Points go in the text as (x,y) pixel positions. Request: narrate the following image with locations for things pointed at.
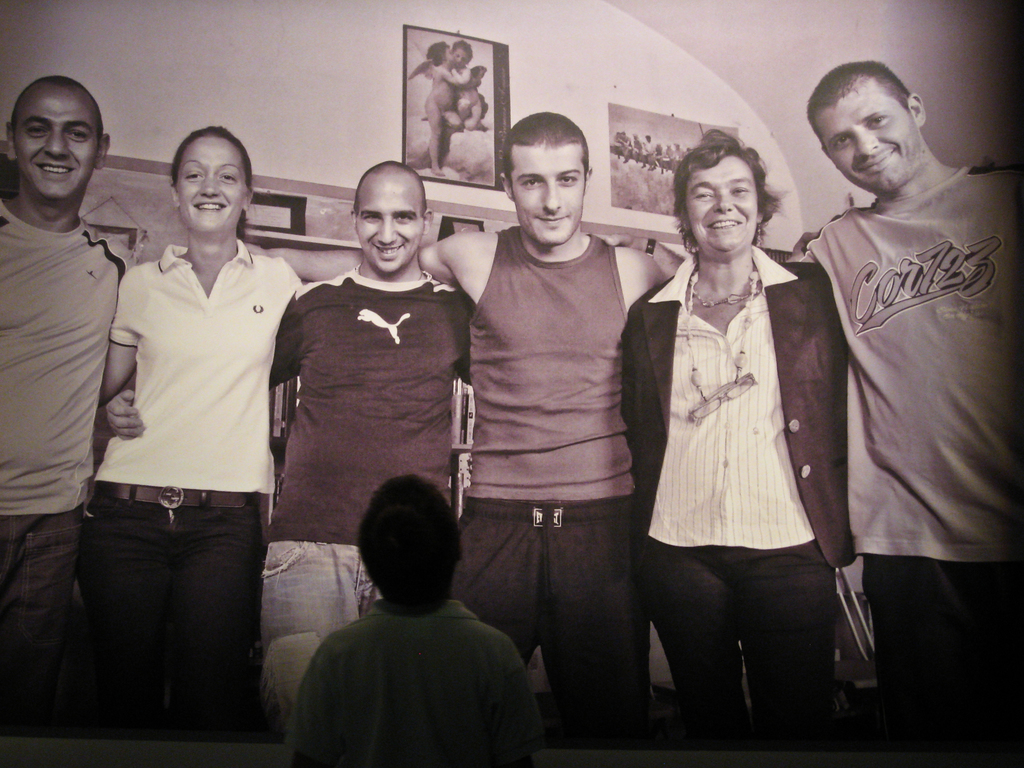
In this image at the bottom (391,678) there is one boy (387,639) who is standing, and in the center (611,347) there are group of people (251,345) who are standing and in the background (368,99) there is a wall (306,151). On the wall (293,134) there are two photo frames (624,126).
